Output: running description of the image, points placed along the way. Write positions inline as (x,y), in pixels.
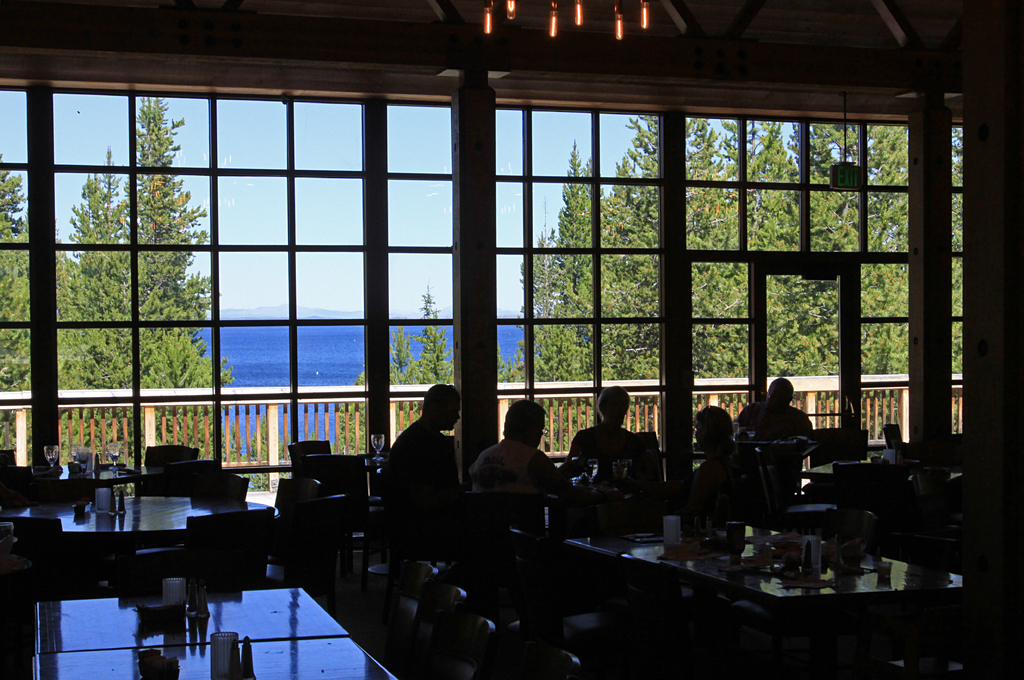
In the image there are many tables (853,586) with glasses (675,525) and some other items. And also there are chairs (840,432). There are few people (787,432) sitting on the chairs (852,454). At the top of the roof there are lights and also there is a sign board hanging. In the background (329,255) there is a glass wall (315,246). Behind the glass wall (401,344) there is a railing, water (302,358), sky (393,155) and also there are trees (428,330).
